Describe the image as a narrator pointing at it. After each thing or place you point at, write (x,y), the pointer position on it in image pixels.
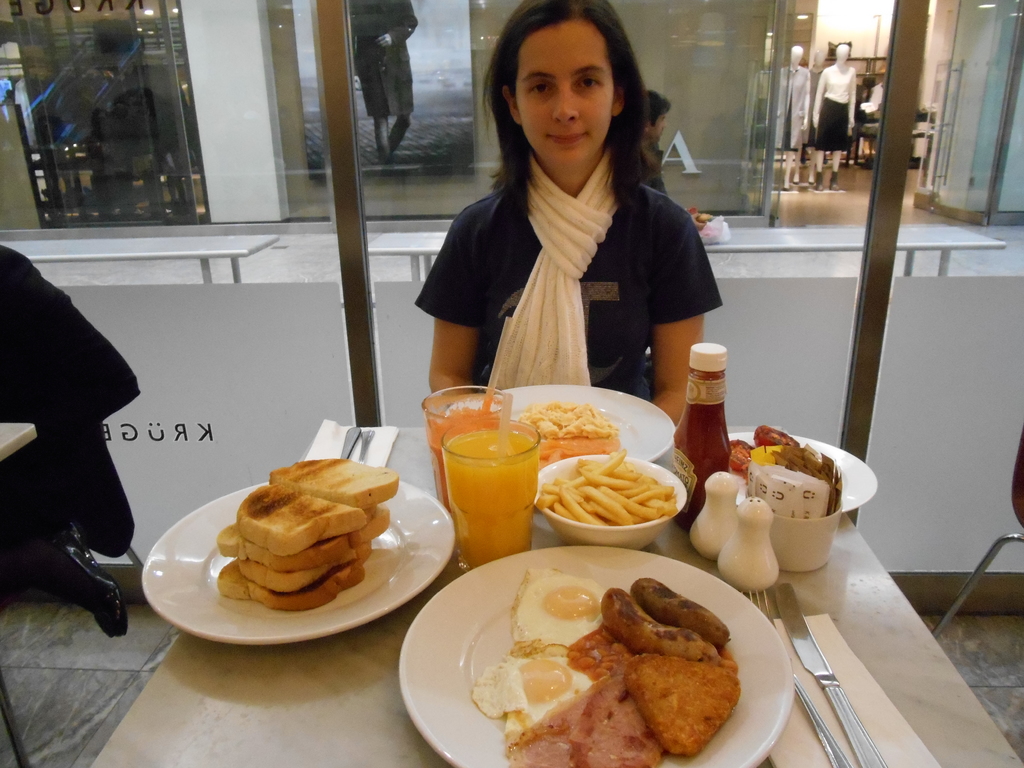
Here we can see a woman (680,355). This is table (341,743). On the table (341,743) there are plates (449,600), glasses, bowl (553,472), bottles (711,538), knives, forks (836,753), and food (560,693). This is floor (72,691) and there is a chair (20,744). In the background (162,143) we can see glasses (261,124), poster (404,134), and mannequins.
